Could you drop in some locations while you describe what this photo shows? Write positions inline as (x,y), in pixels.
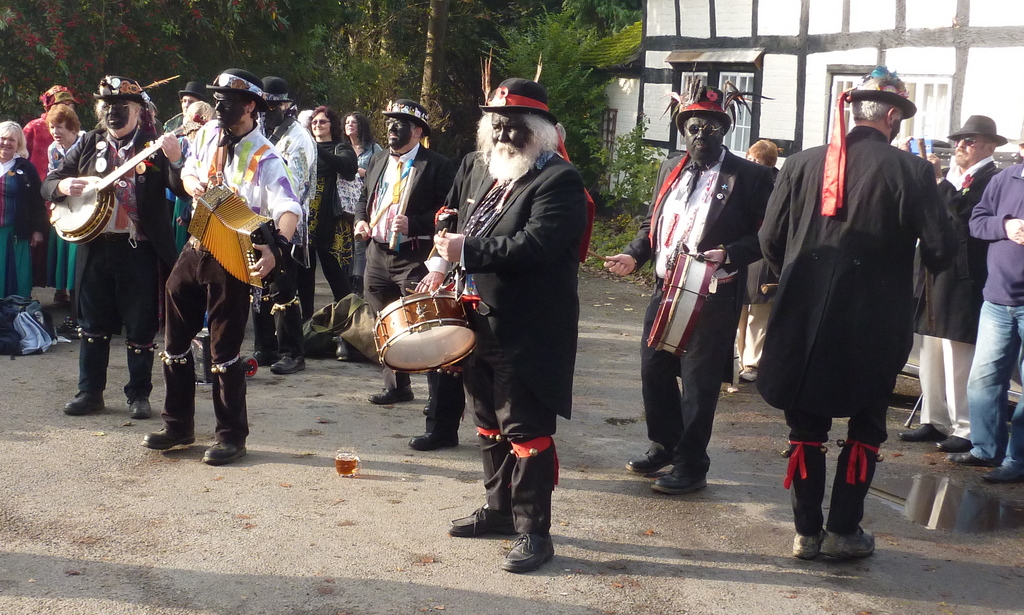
In this image there are group of people (865,295) standing on the road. Few people (505,320) are playing a musical instruments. At the back side (644,53) there is a building (715,29) and a trees (501,21).
